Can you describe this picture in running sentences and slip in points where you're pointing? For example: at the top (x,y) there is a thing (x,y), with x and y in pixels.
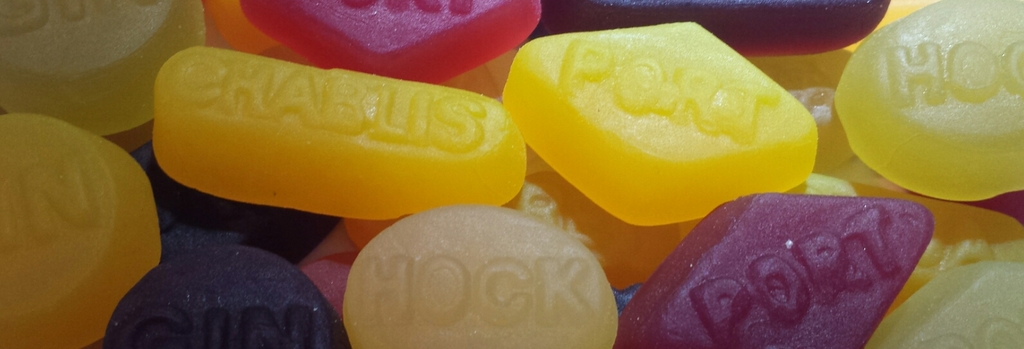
In this image there are few candies (741,118) of different colours are having some text (646,109) on it.
